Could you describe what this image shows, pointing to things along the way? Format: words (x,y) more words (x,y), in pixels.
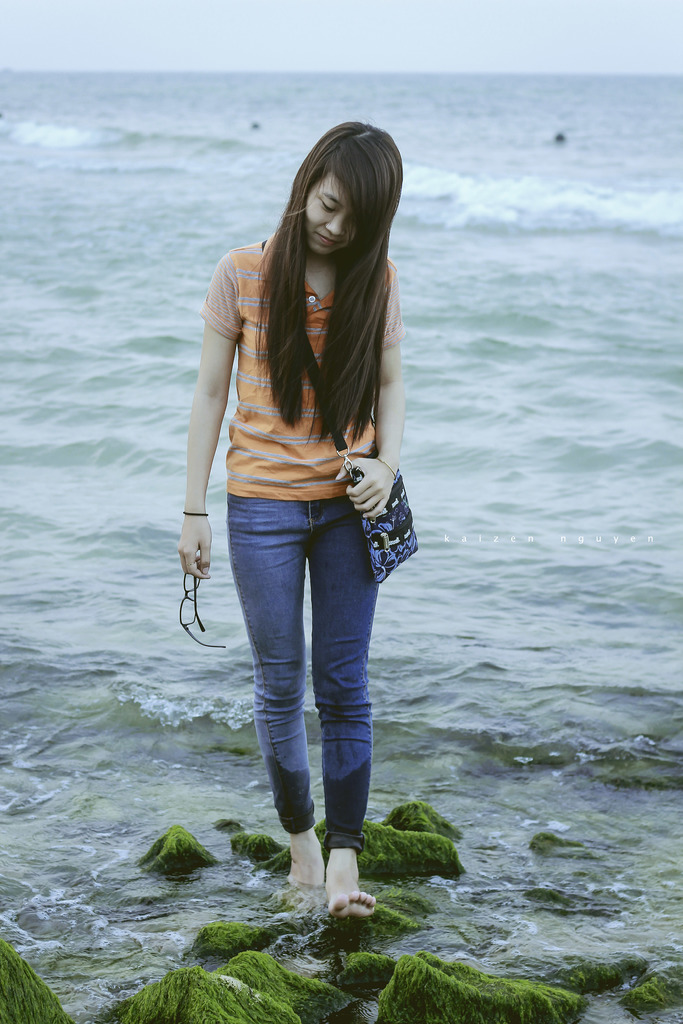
In the picture we can see a young woman (334,798) standing on the rocks (424,820) in the water (614,357) and she is wearing a hand bag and glasses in other hand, in the background (372,798) we can see water (486,287) and sky (592,17).
